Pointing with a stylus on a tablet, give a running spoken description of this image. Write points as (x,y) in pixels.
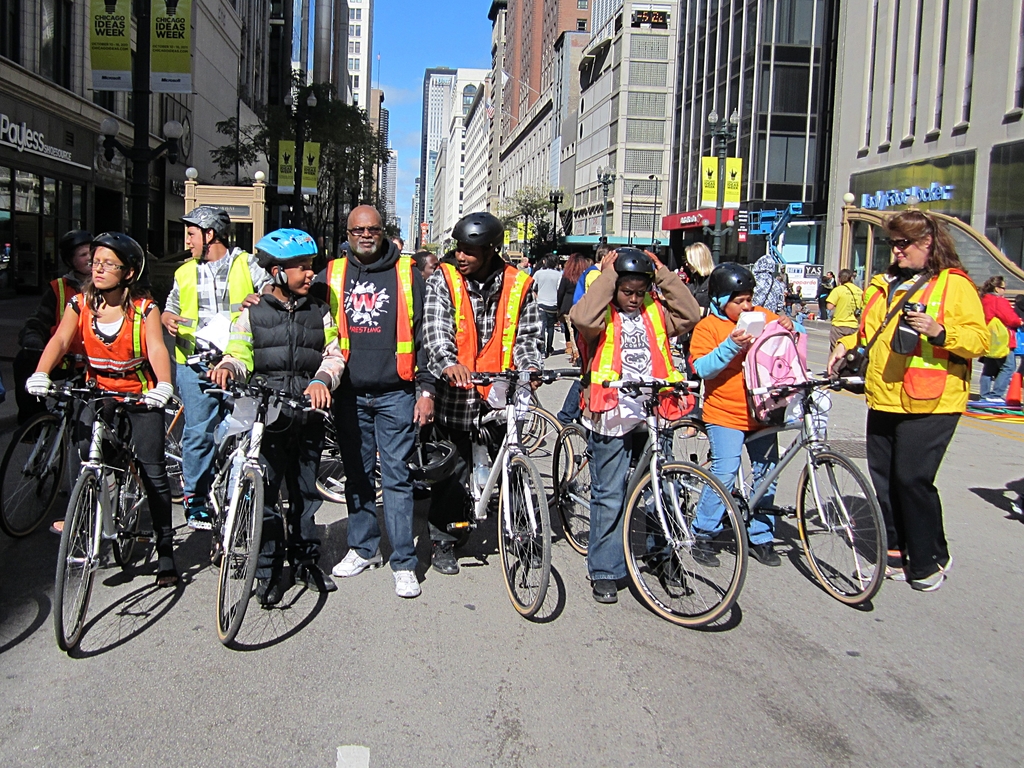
As we can see in the image there is a sky (403,105), trees (282,124), buildings (429,88), banners (307,151), few people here and there and in the front (429,359) there are few people (450,512) sitting on bicycles (53,452) and wearing helmets (306,243). The women (930,262) who is standing on the right side (888,376) is holding a camera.
